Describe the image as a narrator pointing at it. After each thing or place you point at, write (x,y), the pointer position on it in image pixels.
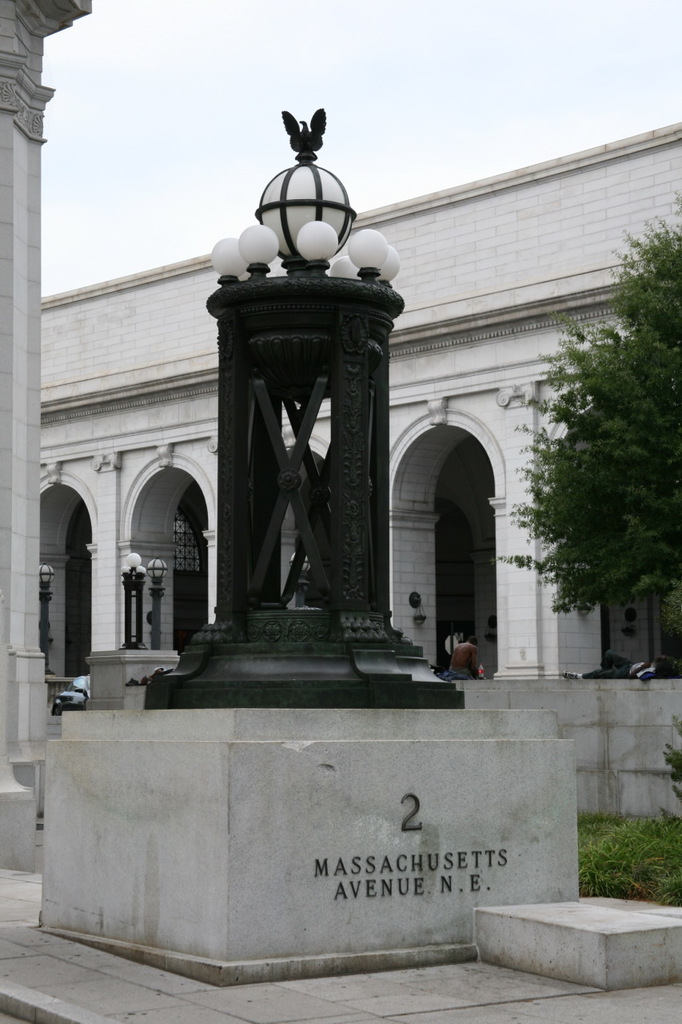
In this image, we can see a few statues (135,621). We can see some light poles (46,665), pillars (41,676). We can see the ground (130,980). We can see some grass (585,874) and a tree (679,498). We can see a building (495,421) and some arches (95,514). We can see a person (469,651) and the sky (238,86).
